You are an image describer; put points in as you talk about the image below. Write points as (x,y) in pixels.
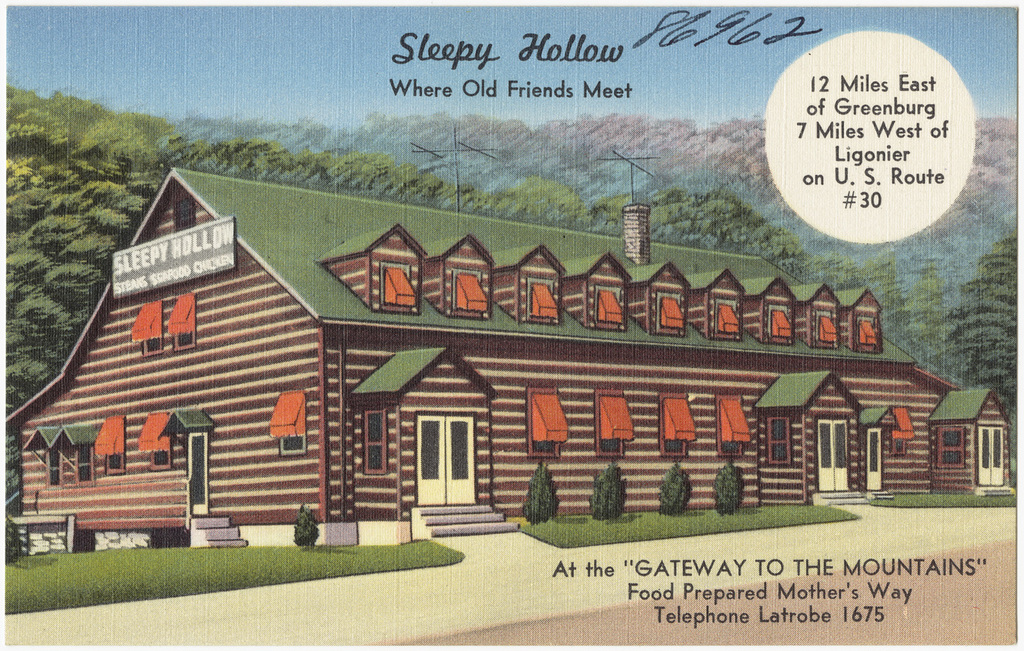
We can see poster (354,318), on this poster (587,514) we can see building (507,462), grass (234,577) and plants (607,510) and we can see board (216,249) on this building (244,272). In the background (374,174) we can see trees (606,141) and sky (176,41). We can see text (589,52).
